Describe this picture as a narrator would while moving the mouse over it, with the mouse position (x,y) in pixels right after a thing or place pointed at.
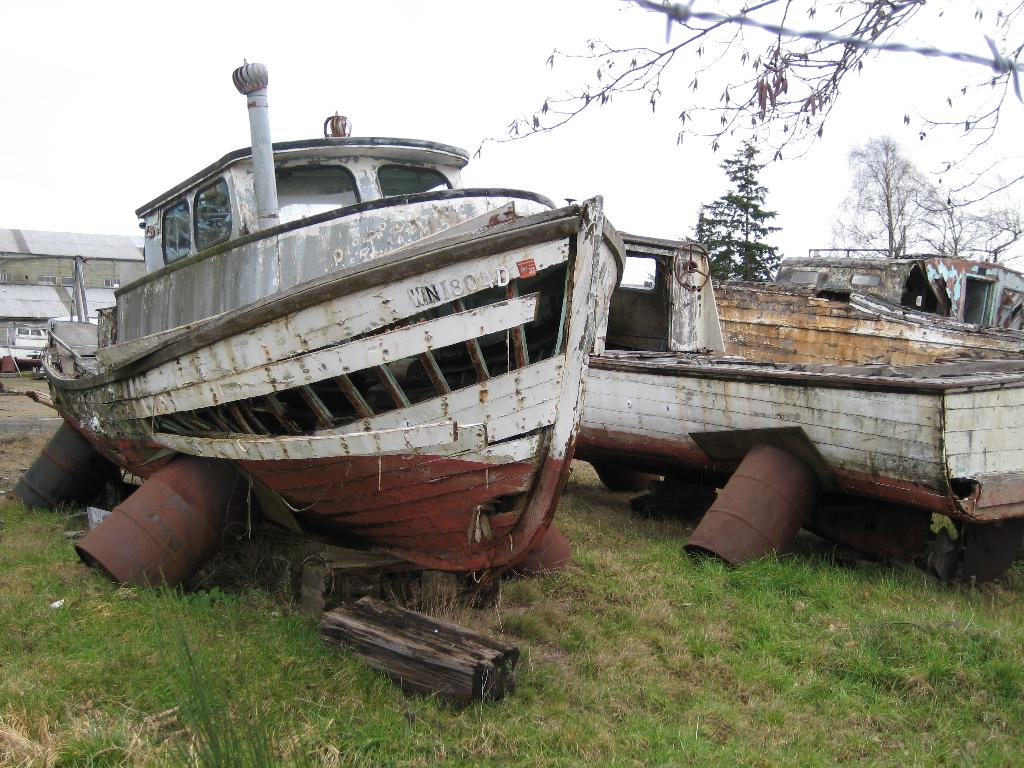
In this picture we can see boats (659,453), grass (597,624), trees (865,178), and a shed (23,311). In the background (115,228) there is sky (701,124).
